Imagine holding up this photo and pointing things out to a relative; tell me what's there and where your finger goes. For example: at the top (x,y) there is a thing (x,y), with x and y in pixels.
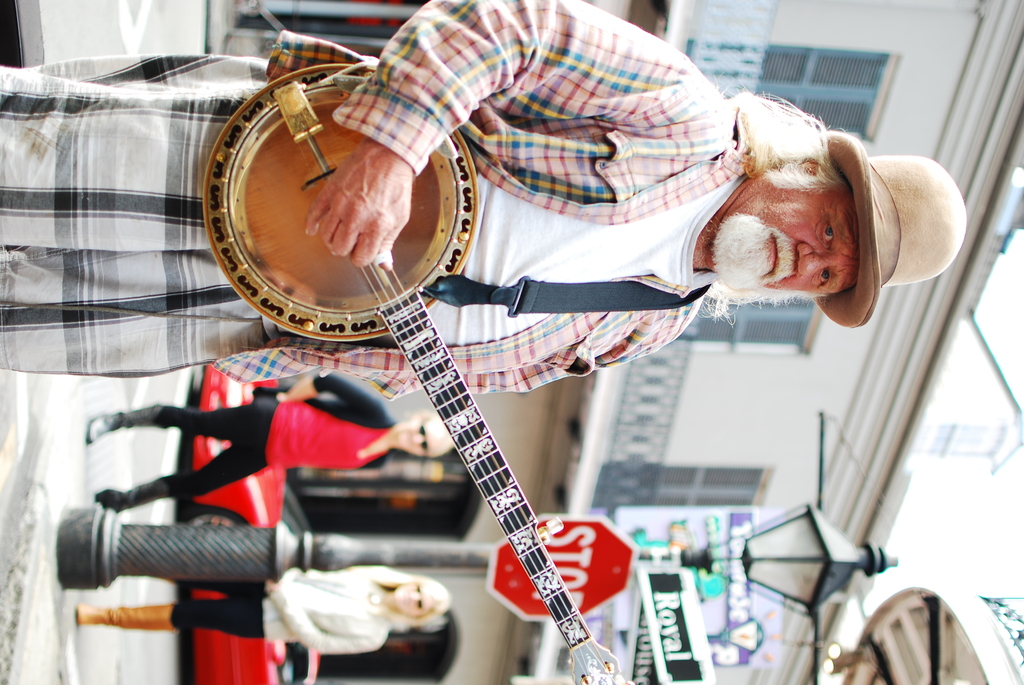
In this image, we can see an old person (344,256) playing a music instrument (554,527) and wearing a hat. Background (577,448) we can see building (505,433), vehicle (256,641), pole (243,553), sign boards (495,560), lights (754,552). Few people (252,400) on the road (58,481).
